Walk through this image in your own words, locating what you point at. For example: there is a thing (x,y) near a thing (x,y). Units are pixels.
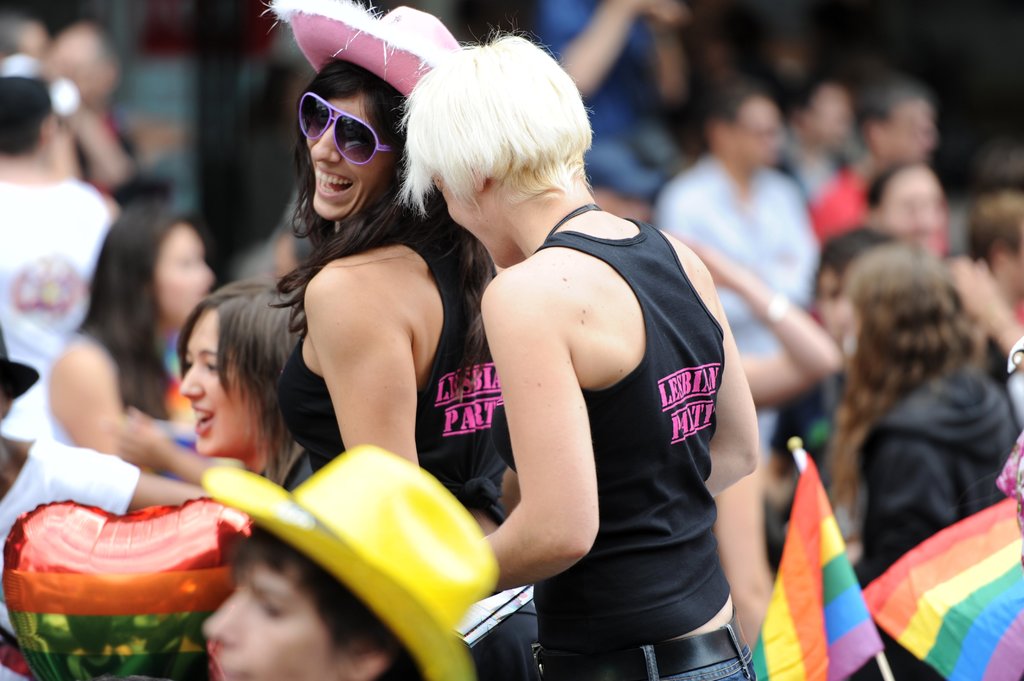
In the image we can see there are many people (457,292) wearing clothes (647,313) and some of them are wearing a cap (361,565). This is a flag (865,609), goggles (314,123) and a balloon (151,582), and they are smiling.
